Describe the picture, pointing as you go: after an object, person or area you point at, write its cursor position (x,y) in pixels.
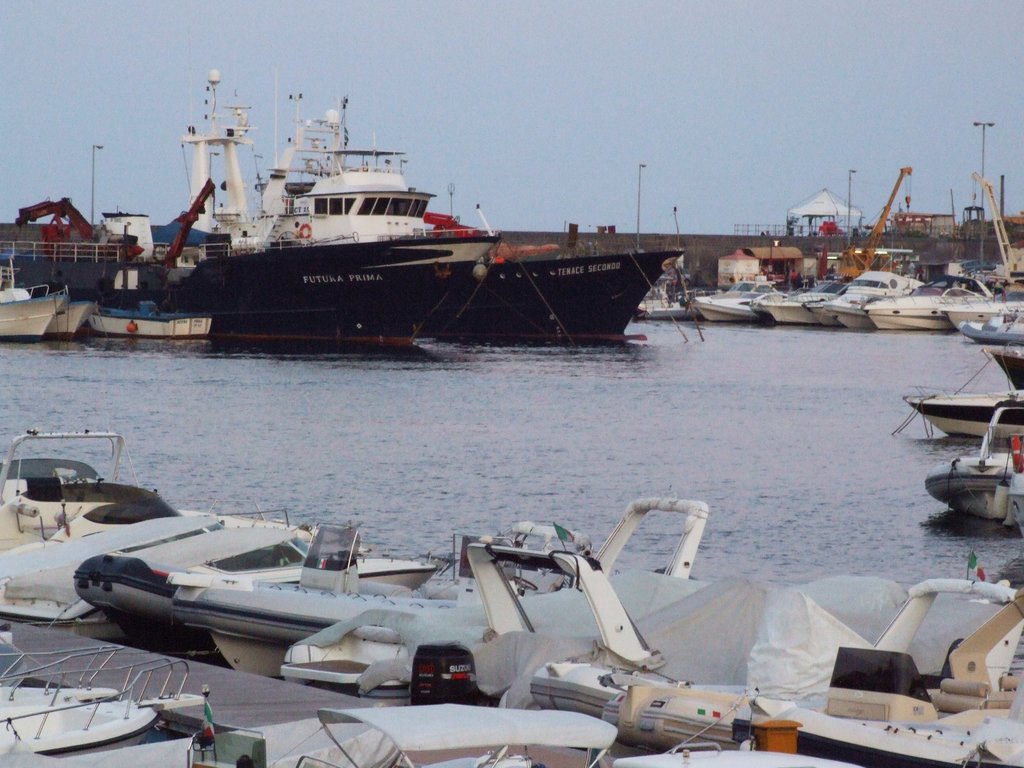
This is a picture taken at a dock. In the foreground of the picture (283,538) there are boats (369,591). In the center of the picture (354,280) there are ships (314,270) and boats (939,300). In the center of the picture (528,390) there is water (549,434). Sky (95,71) is clear.
